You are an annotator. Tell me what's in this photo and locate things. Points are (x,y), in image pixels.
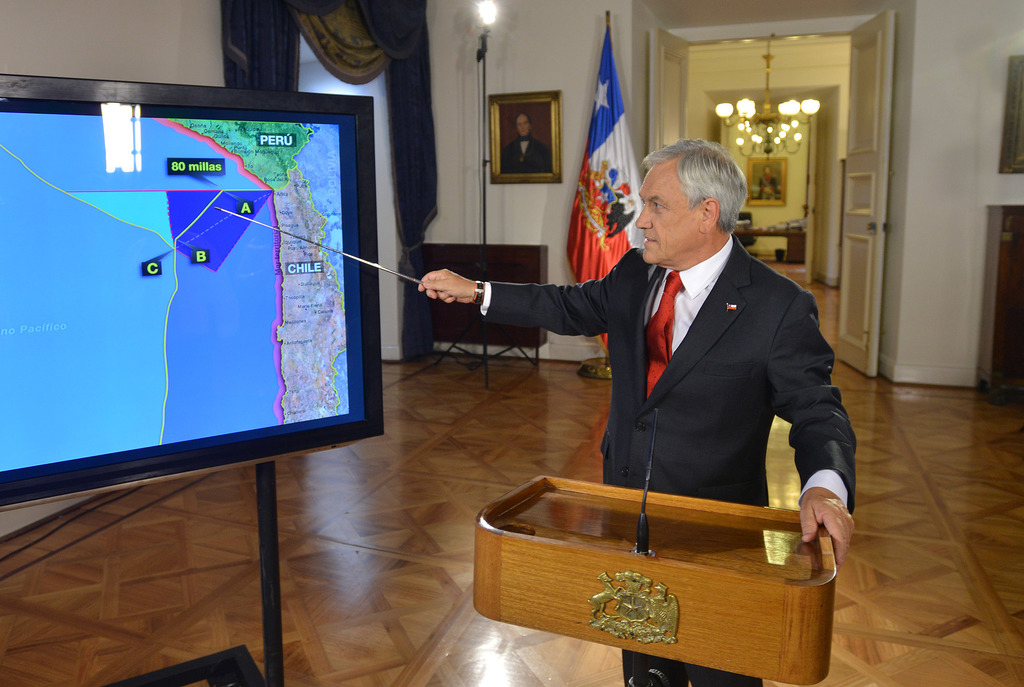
In this image in the front (583,563) there is a podium (647,581) and on the podium (633,536) there is a mic (647,482). In the center (665,402) there is a man (692,348) standing holding a stick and on the left side (183,267) there is a screen (212,282). In the background (530,168) there is a flag (593,186), there is a frame (547,158) hanging on the wall (574,124). There are curtains (256,34), there is a door (856,174) and there is a chandelier (766,122) hanging on the top (789,104) and there is a table (788,238) and black colour chair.
